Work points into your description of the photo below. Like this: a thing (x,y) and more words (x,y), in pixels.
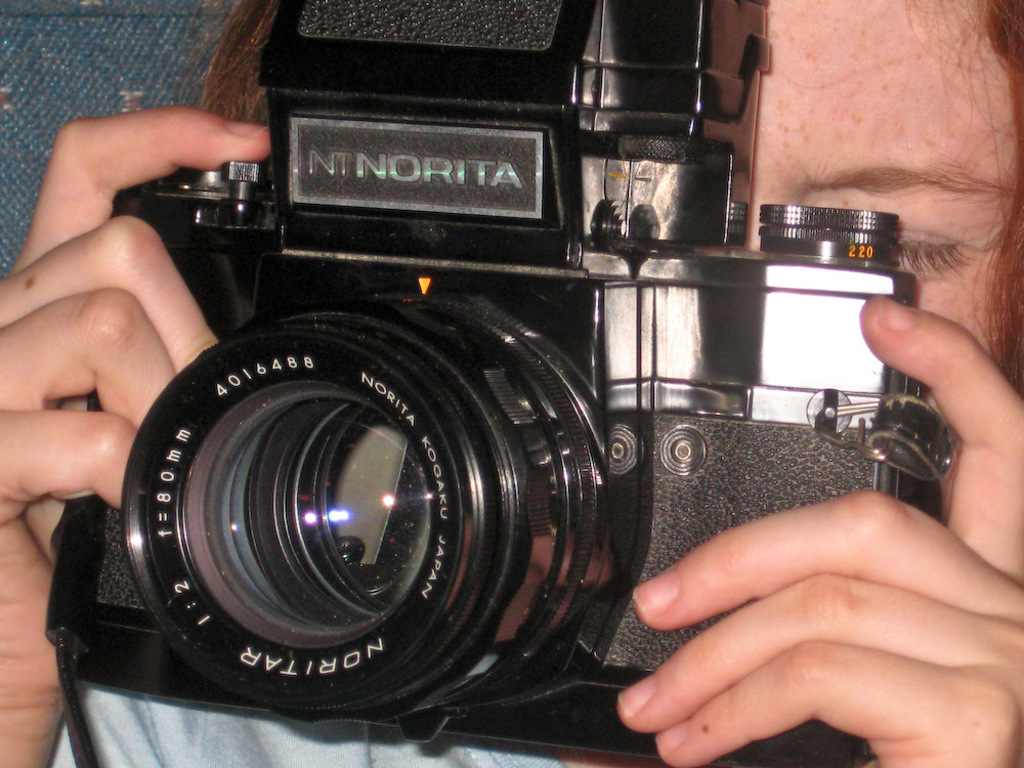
In this image we can see a person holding a camera (541,364).
